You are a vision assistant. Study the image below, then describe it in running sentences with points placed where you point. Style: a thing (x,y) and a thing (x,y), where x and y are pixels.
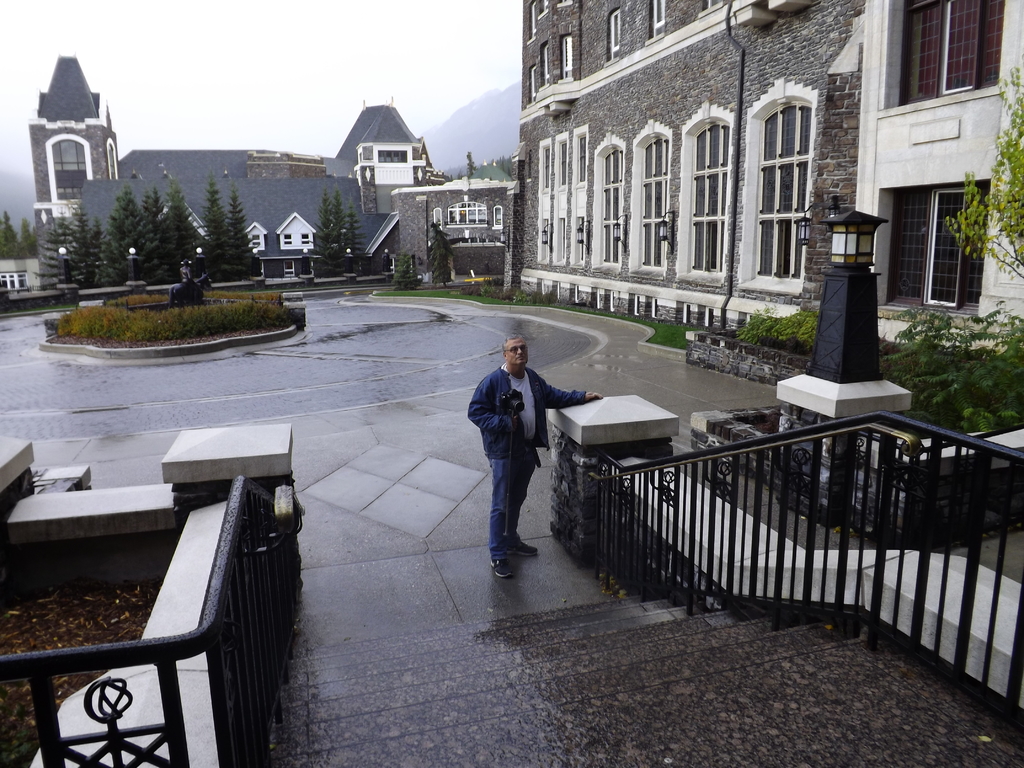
In this image we can see the few buildings (651,170). There is a sky (484,82) and a hill (504,106) in the image. There are many trees (184,229) and plants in the image. A man (552,403) is standing and holding a camera (508,396) in the image. There are staircases (510,660) and a lamp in the image.
